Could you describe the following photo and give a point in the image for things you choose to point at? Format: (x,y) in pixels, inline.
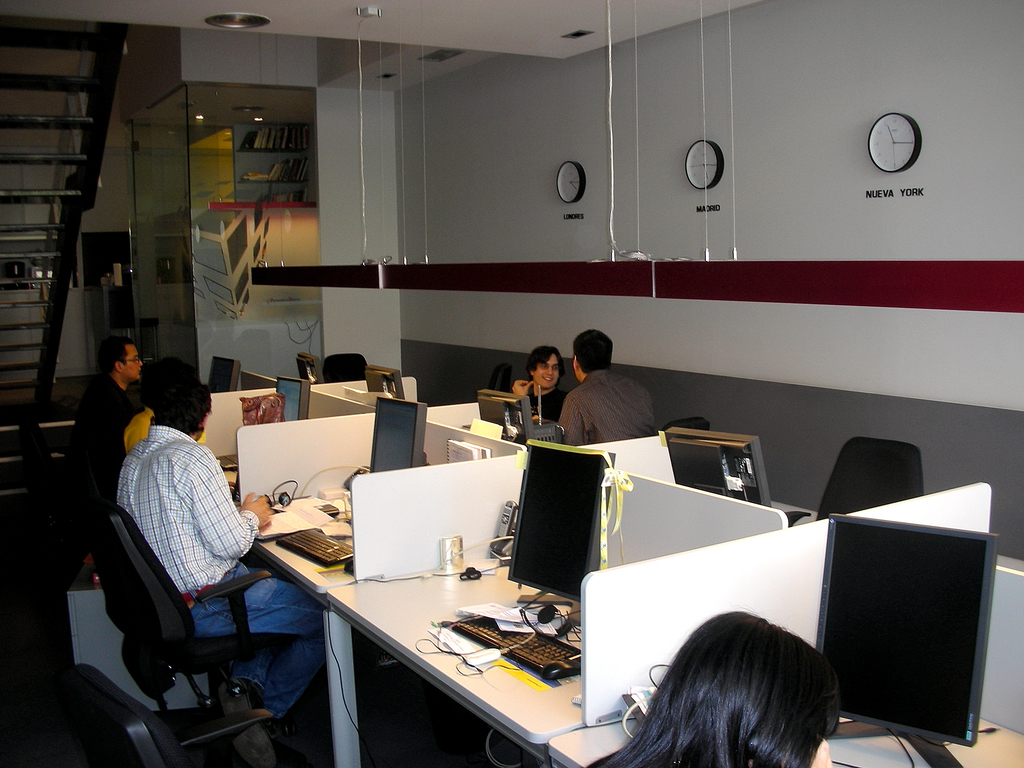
This picture is clicked in the office room (278,468). In this picture, we see men (106,436) sitting on the chairs (182,643) in their cabins (239,475). In front of them, we see a table (471,681) on which monitors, keyboards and mouse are placed. The man (568,419) in the brown shirt (591,408) and the man (555,406) in black T-shirt (537,411) are talking to each other. Behind them, we see a wall (612,314) in white and grey color. We see three wall clocks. On the left side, we see a staircase (46,325). At the top of the picture (255,2), we see the ceiling (203,8) of the room (295,32).
